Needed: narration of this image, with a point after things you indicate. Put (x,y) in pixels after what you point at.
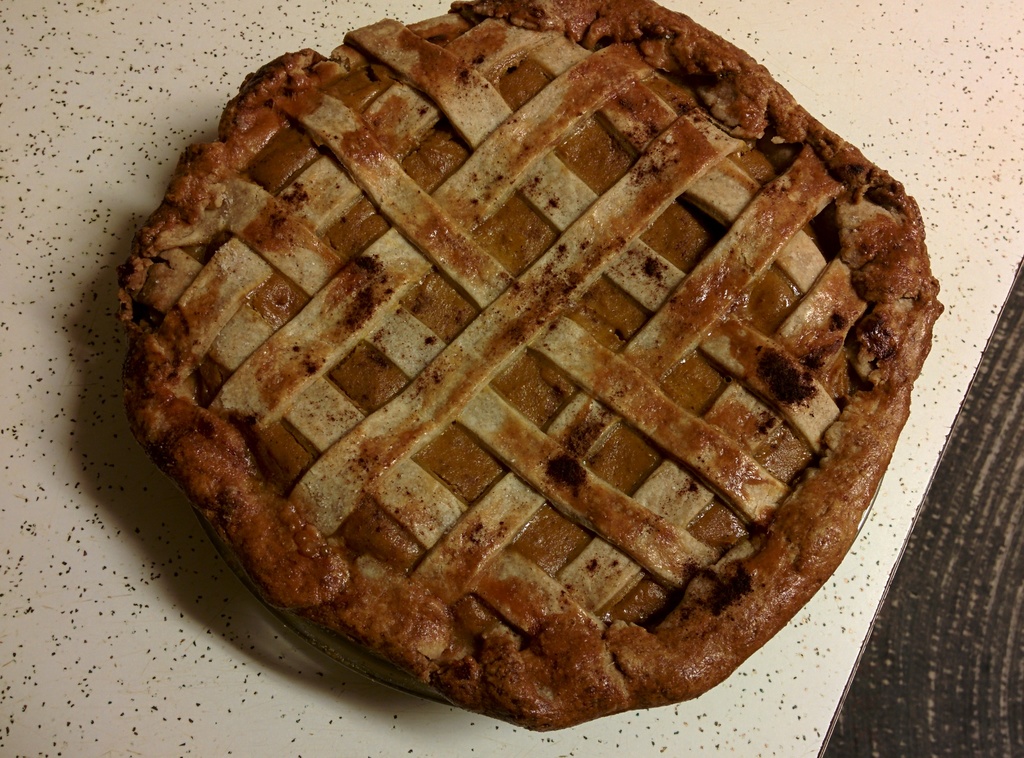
In the center of the image (412,377) we can see a pie crust (506,503) placed on the table (873,578).
